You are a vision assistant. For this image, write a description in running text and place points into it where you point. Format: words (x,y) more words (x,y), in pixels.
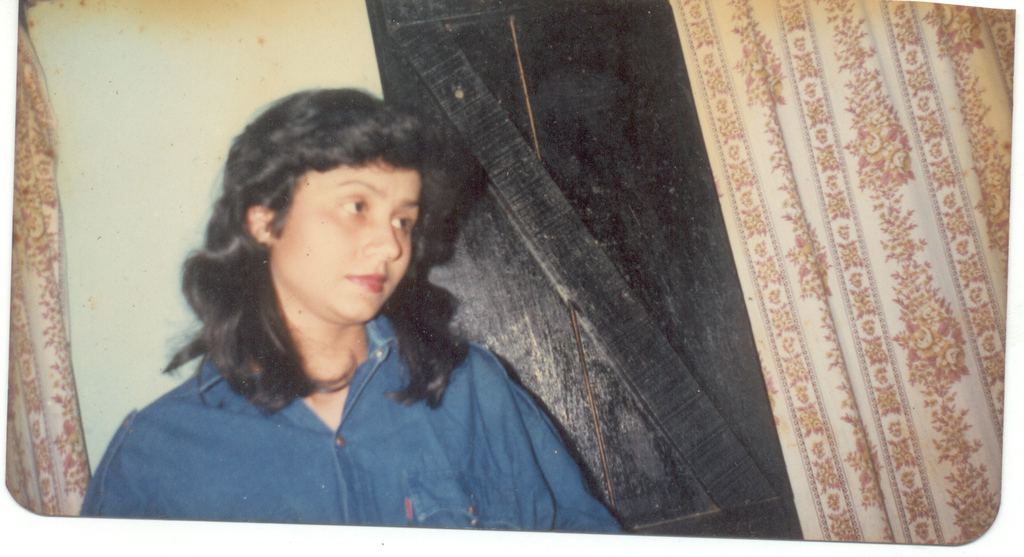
In this image there is a lady (403,389) staring at something, behind the lady (261,275) there is a door (669,223) and curtains (772,224).
